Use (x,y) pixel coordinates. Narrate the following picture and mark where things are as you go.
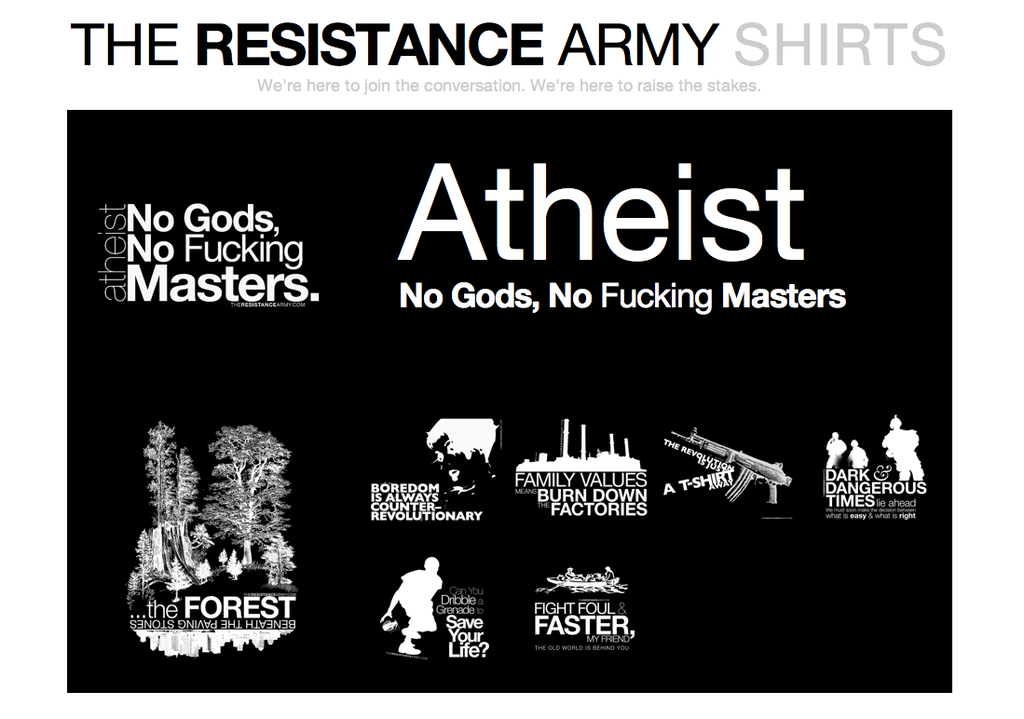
In this picture we can see some information (470,648). We can see the depictions of the people (888,444), gun (679,436), trees (227,522) and a factory (565,457).
